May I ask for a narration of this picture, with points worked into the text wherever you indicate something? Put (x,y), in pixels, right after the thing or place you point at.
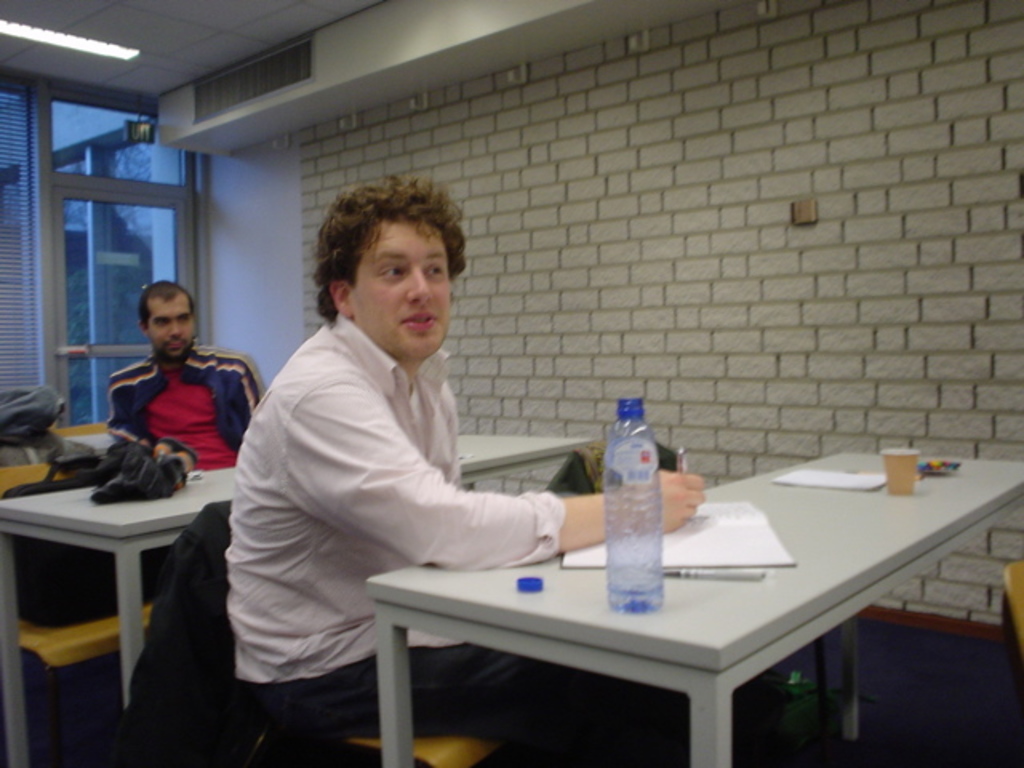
Two persons (244,410) are sitting on the chairs (420,747) and on the table (711,633) there is bottle (639,543), book (720,543), cup (891,488), in the back there is wall (653,194) and the glass (133,249).
